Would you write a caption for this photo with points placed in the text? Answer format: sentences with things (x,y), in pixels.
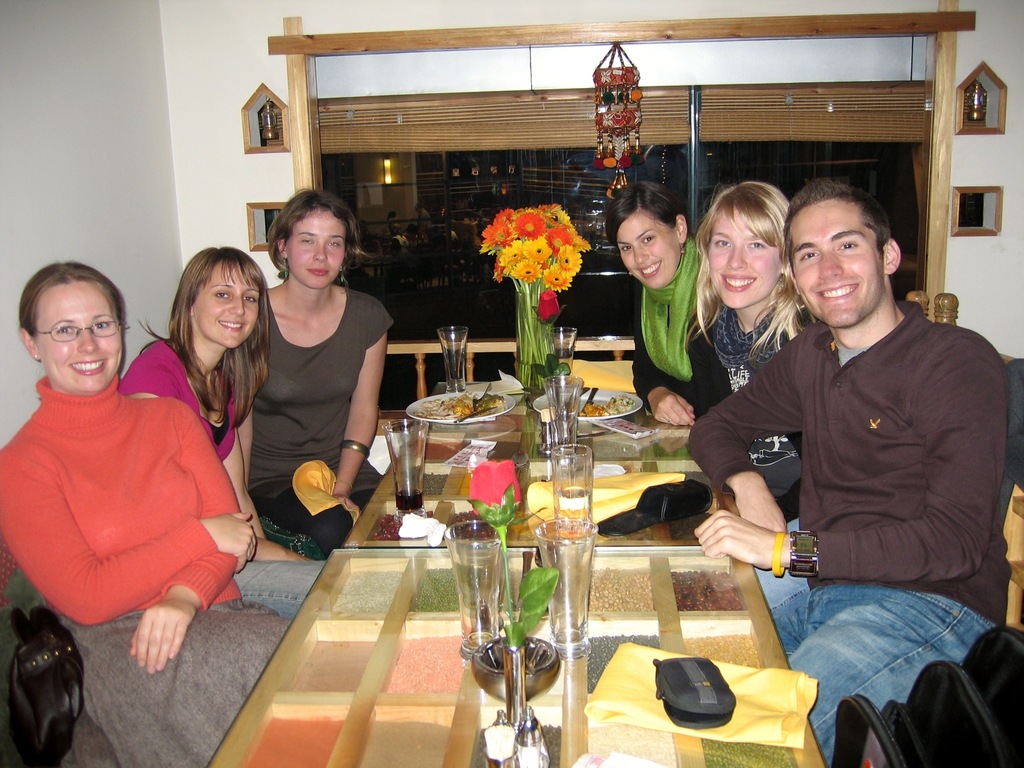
In this picture we can see six people (245,488) sitting on chairs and smiling and in front of them there is table (450,712) and on table (555,687) we can see glasses (548,546), flower vase (499,488), plates (443,397) with some food (445,413) in it, purse (711,709) and in background (203,100) we can see wall (24,200), wooden sticks (867,25).
